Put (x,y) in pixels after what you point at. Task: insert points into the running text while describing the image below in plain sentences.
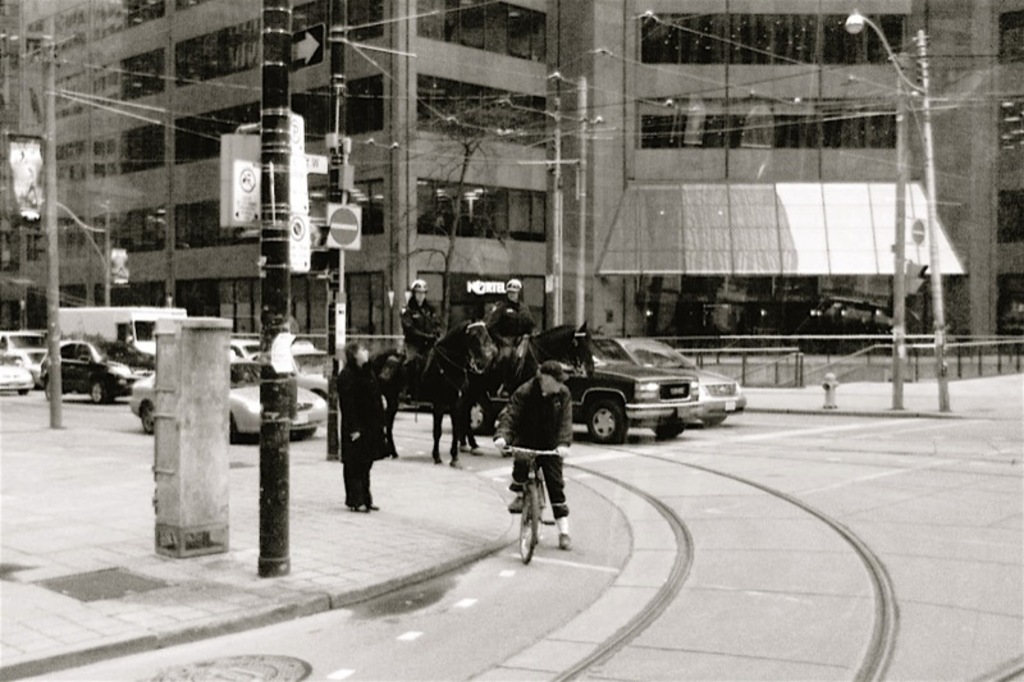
This picture shows few vehicles (591,384) moving on the road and we see couple of horses (442,355) riding by men (504,330) and we see a man (556,406) riding bicycle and a person (349,413) standing and we see a building (484,245) and pole light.
